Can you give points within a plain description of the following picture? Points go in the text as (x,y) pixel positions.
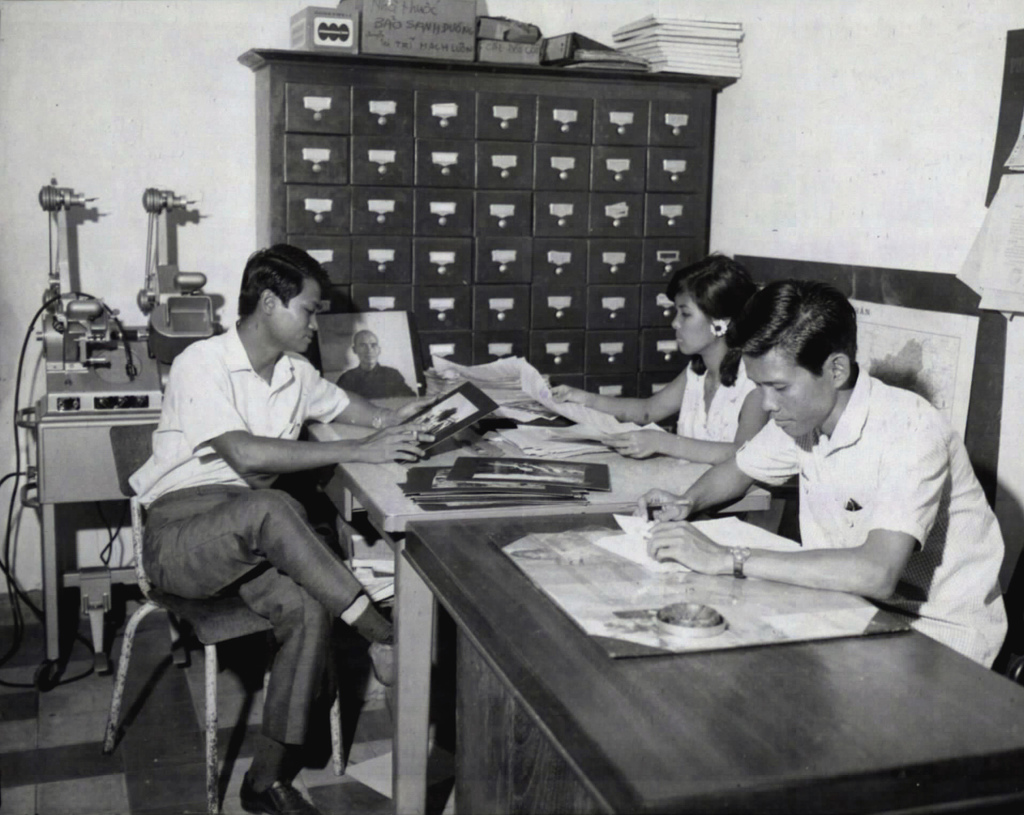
There are three people (270,559) sitting around a table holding a paper (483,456) behind them there are lockers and some machines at the corner of the room (147,99).
